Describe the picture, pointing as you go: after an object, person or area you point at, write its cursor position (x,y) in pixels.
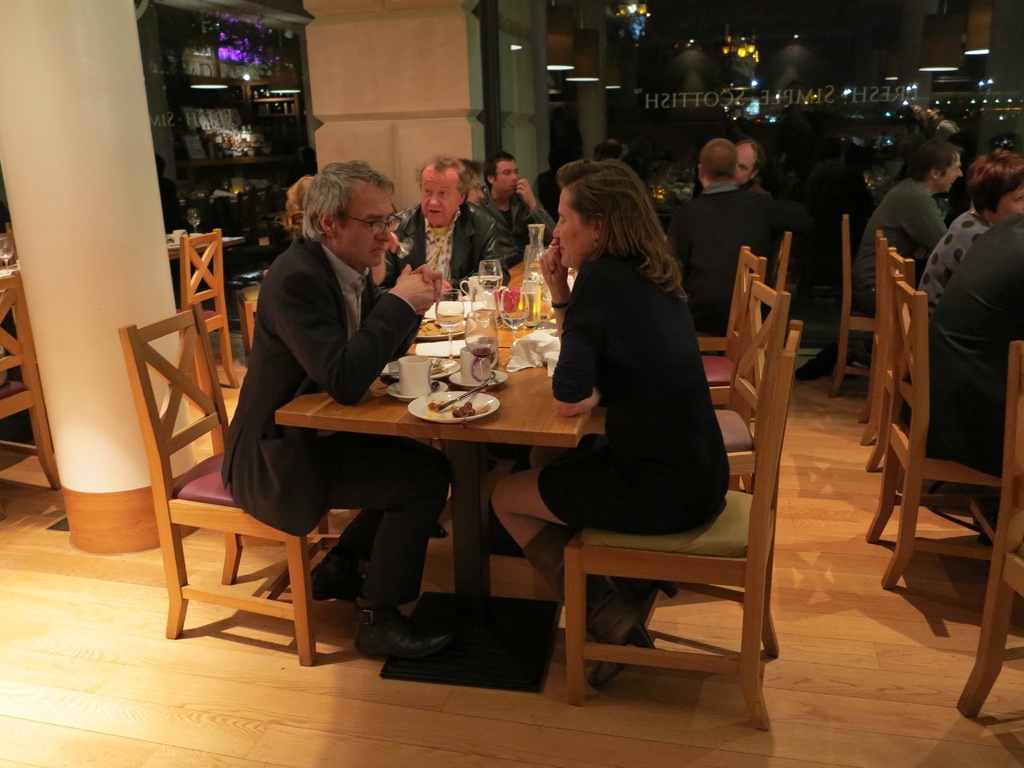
This is a picture in a restaurant (828,391), there are so many people (924,219) in the restaurant (846,399), they are sitting on a chair (715,523) and having a meal (446,395) and they having drinks (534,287) in their glasses (491,283). This is a glass window (717,68) and the reflection (626,8) of the chandeliers (752,56).
